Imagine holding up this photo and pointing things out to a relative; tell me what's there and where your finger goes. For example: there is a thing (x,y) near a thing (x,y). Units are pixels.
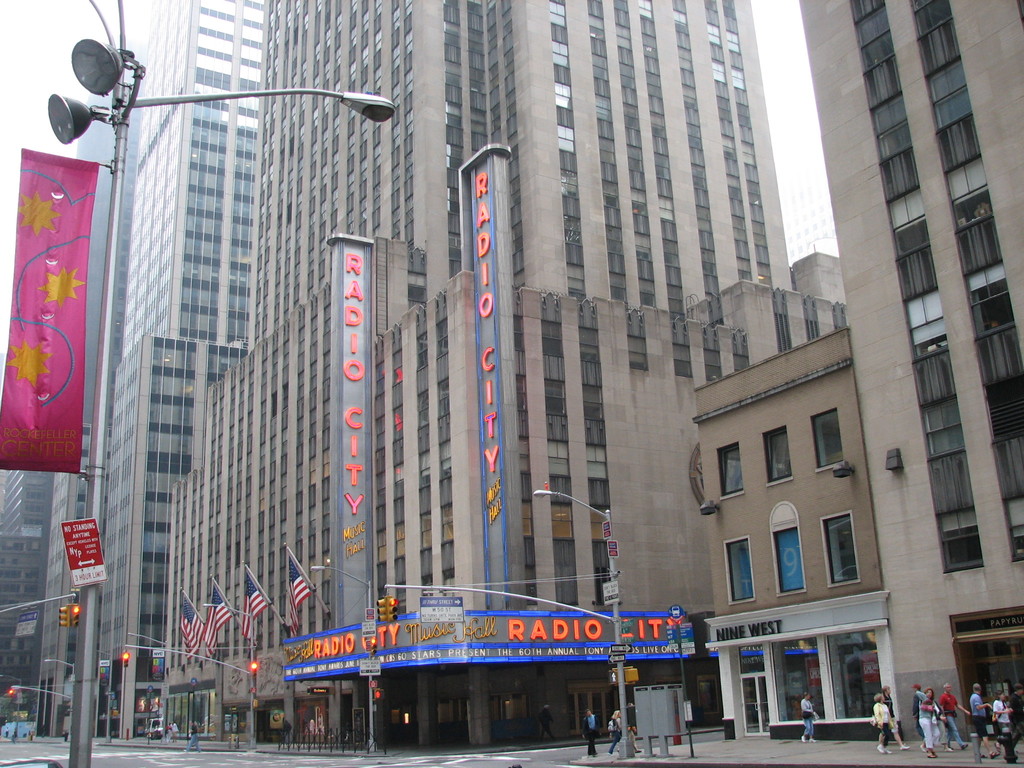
In this image at the right side (881,389) there are buildings (269,365), flags (301,578), traffic signals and some people (920,703) are walking on the pavement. At the left side (82,716) there is a street light (139,106).
